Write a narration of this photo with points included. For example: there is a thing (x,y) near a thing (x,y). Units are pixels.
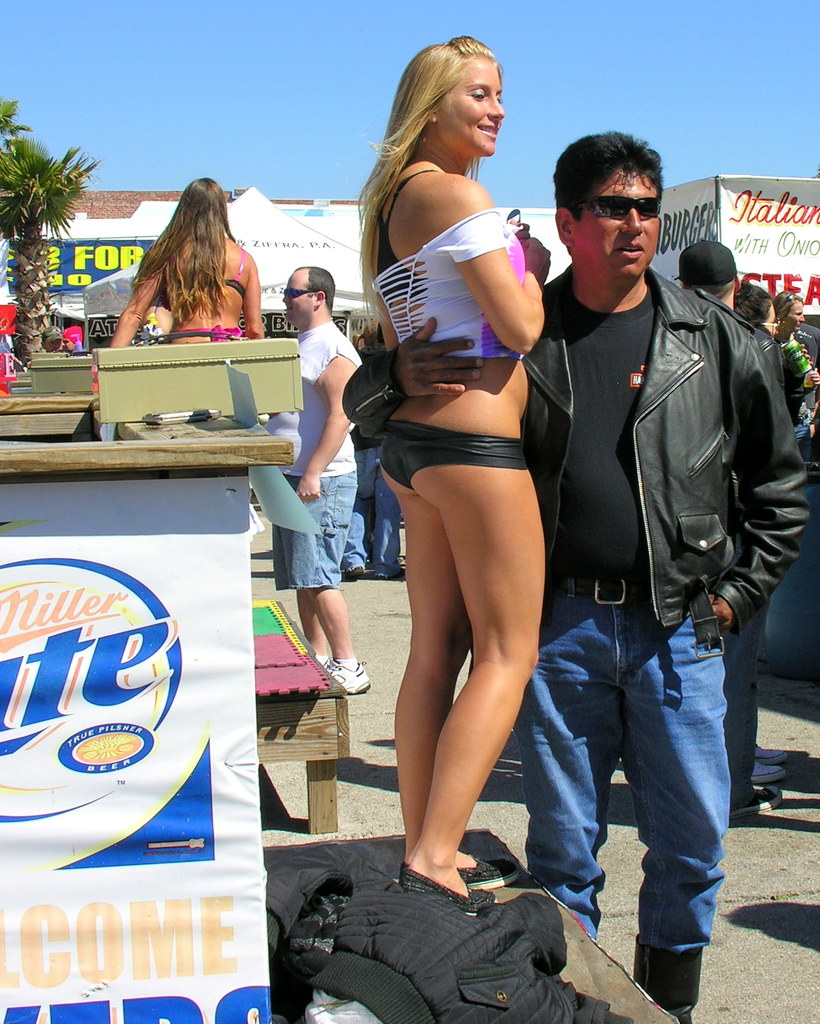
In this image we can see a man (762,452) and a woman (483,230) are posing for a photo and on the left side (217,789), we can see a banner (98,735) with some text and we can see some objects (348,985) on the floor (380,619). There is a tree (10,132) and a building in the background (2,122) and we can see few people (347,617) and at the top (50,97) we can see the sky (698,94).
